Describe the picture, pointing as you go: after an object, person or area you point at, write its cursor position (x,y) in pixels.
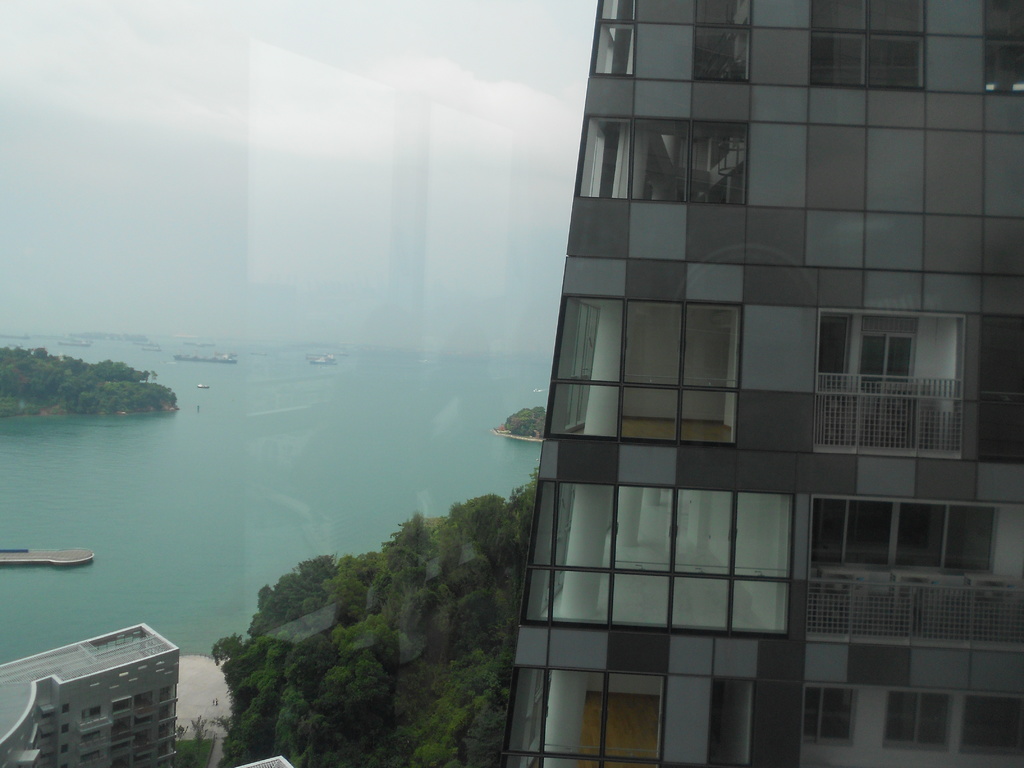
In this image there are buildings (652,555), trees (459,559). In the center of the image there are ships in the water (247,450). On the left side of the image (67,546) there is a wooden platform (70,558) in the water (177,540). At the top of the image (342,103) there is sky (362,106).
